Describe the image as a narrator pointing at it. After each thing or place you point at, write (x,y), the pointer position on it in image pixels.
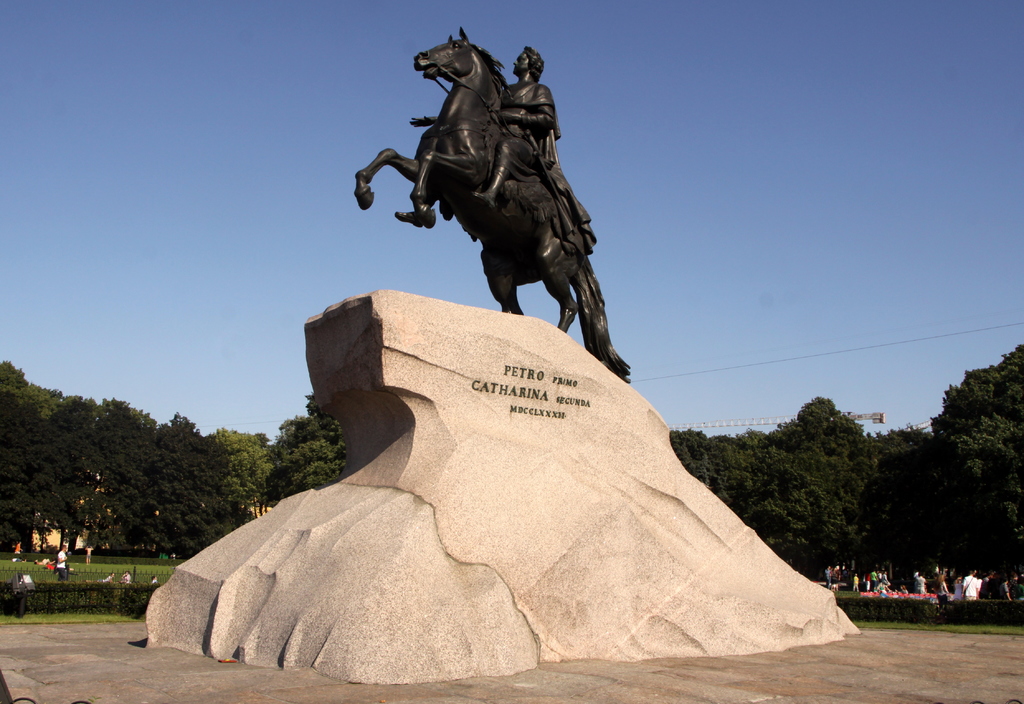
There is a statue (499,293) on a stone (557,442) in the foreground area of the image (571,483), there is text (552,404) on the stone (521,442), there are people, trees (946,501) and the sky (701,414) in the background (756,276).
